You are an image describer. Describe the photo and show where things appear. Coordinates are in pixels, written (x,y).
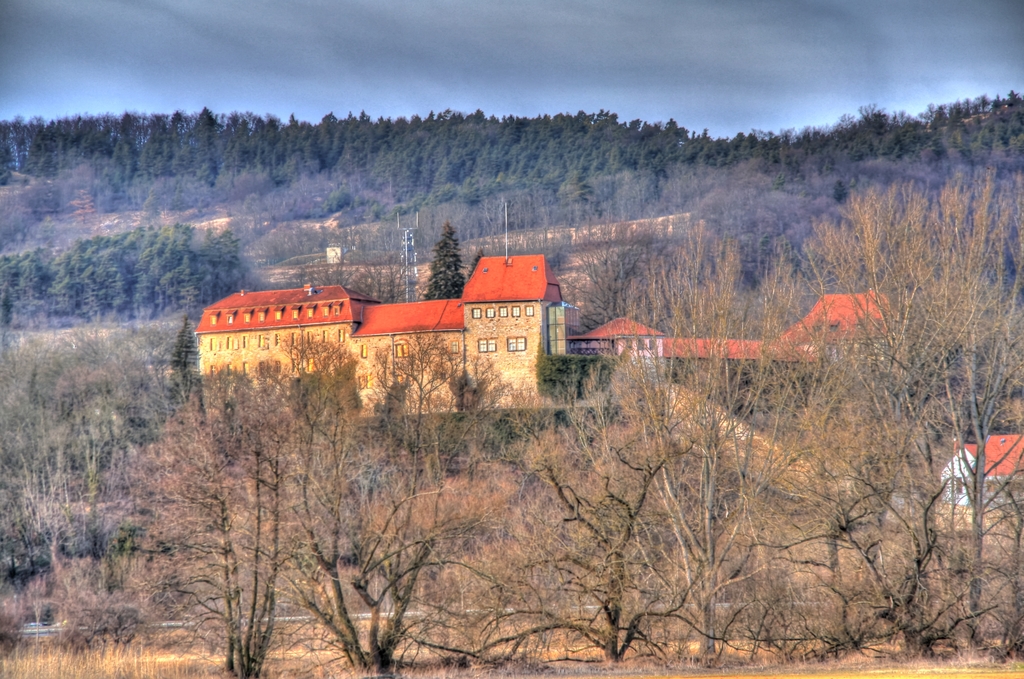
In the foreground of this picture (466,562), there are trees (621,375), buildings (366,332), tower (407,259) and the sky (644,82) on the top (638,82).
